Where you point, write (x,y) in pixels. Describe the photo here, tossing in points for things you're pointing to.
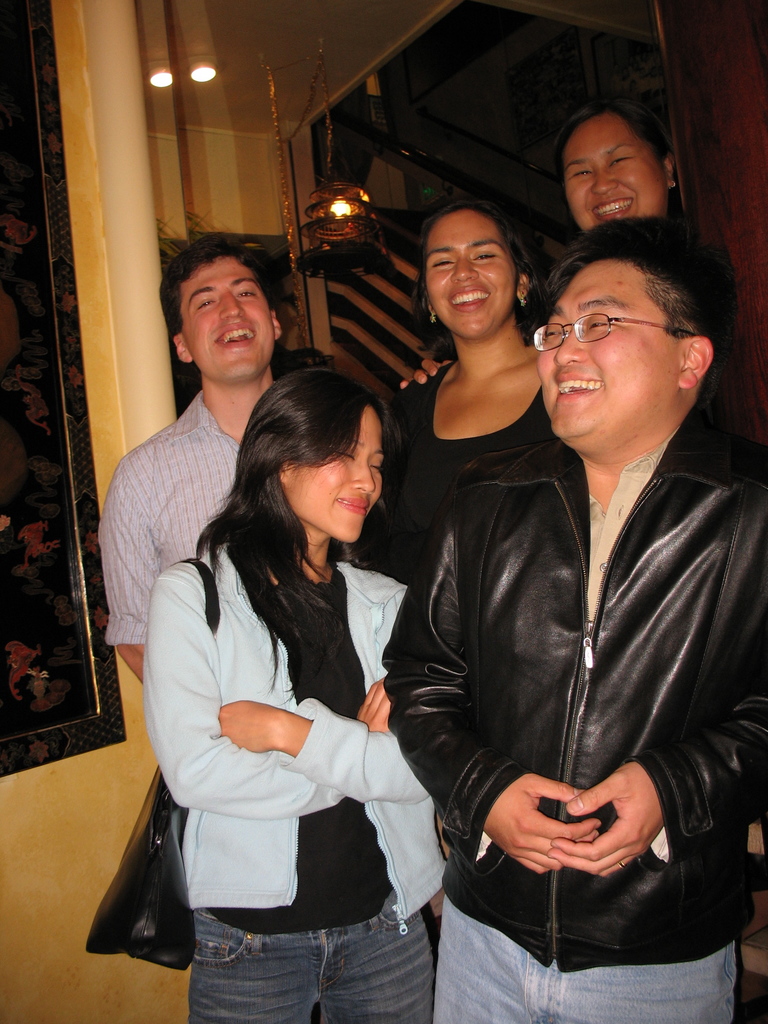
There is a group of five members (350,505) standing here. All of them were smiling. Three of them were women (352,426) and two of them were men (243,344). One of the guy (620,389) is wearing spectacles (610,326). In the background (324,228), there is a light (311,229) and wall (209,156) here.
